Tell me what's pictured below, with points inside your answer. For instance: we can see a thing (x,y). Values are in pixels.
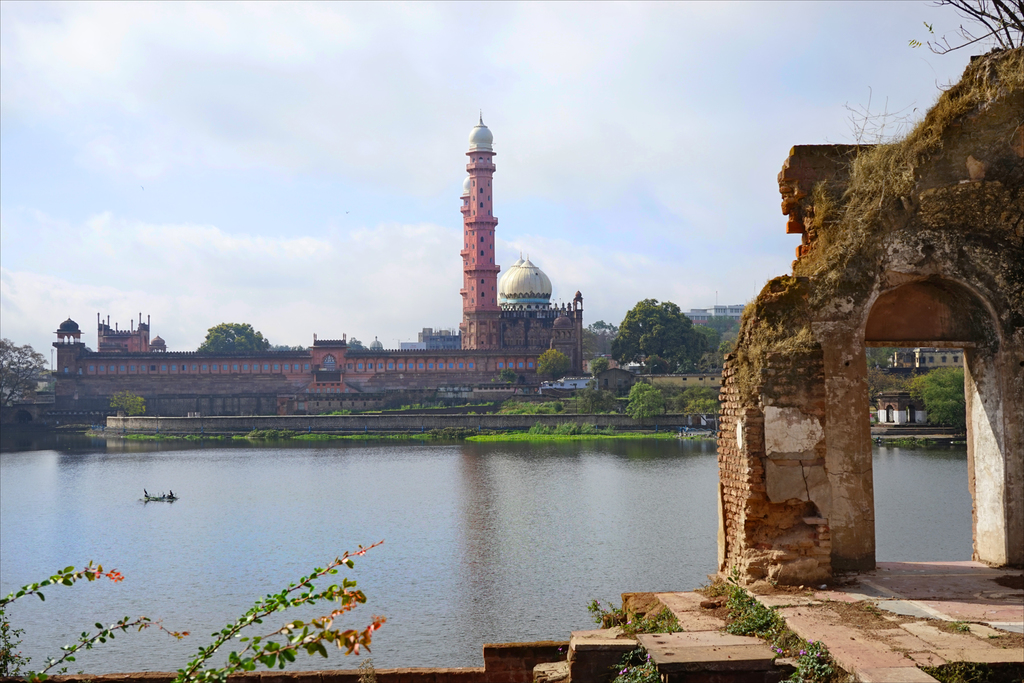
Sky (379,102) is cloudy. Here we can see buildings (875,293), trees (544,362) and water (387,477).
